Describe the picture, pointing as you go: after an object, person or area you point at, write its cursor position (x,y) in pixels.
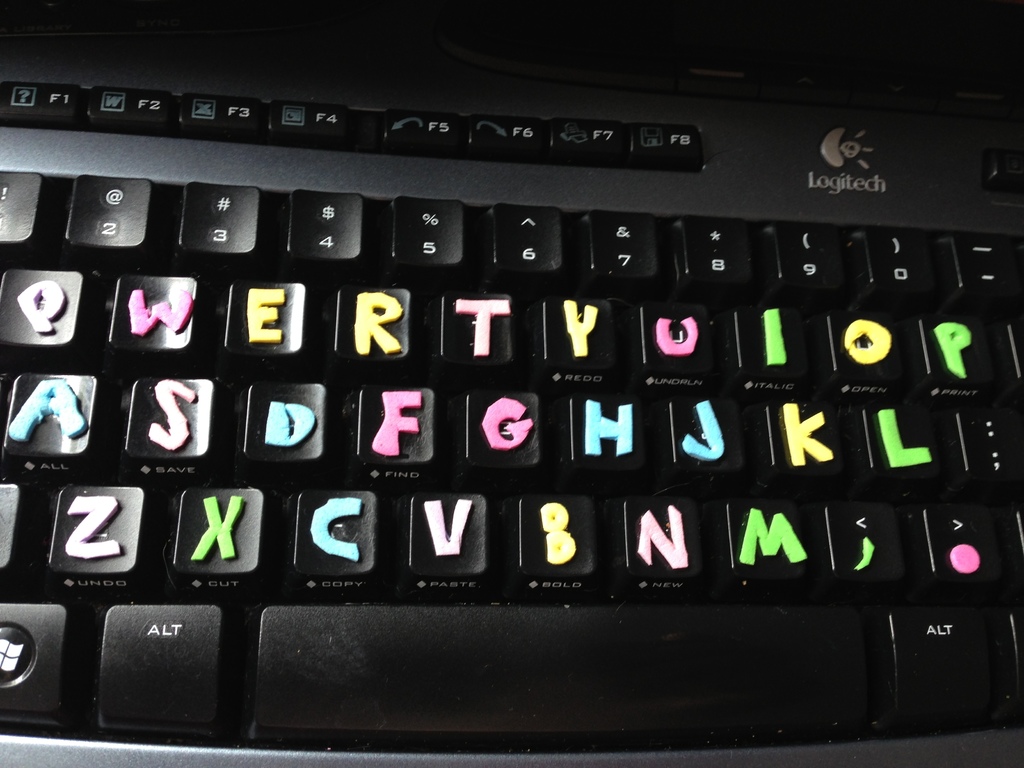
In this image there is a keyboard (471,319).
